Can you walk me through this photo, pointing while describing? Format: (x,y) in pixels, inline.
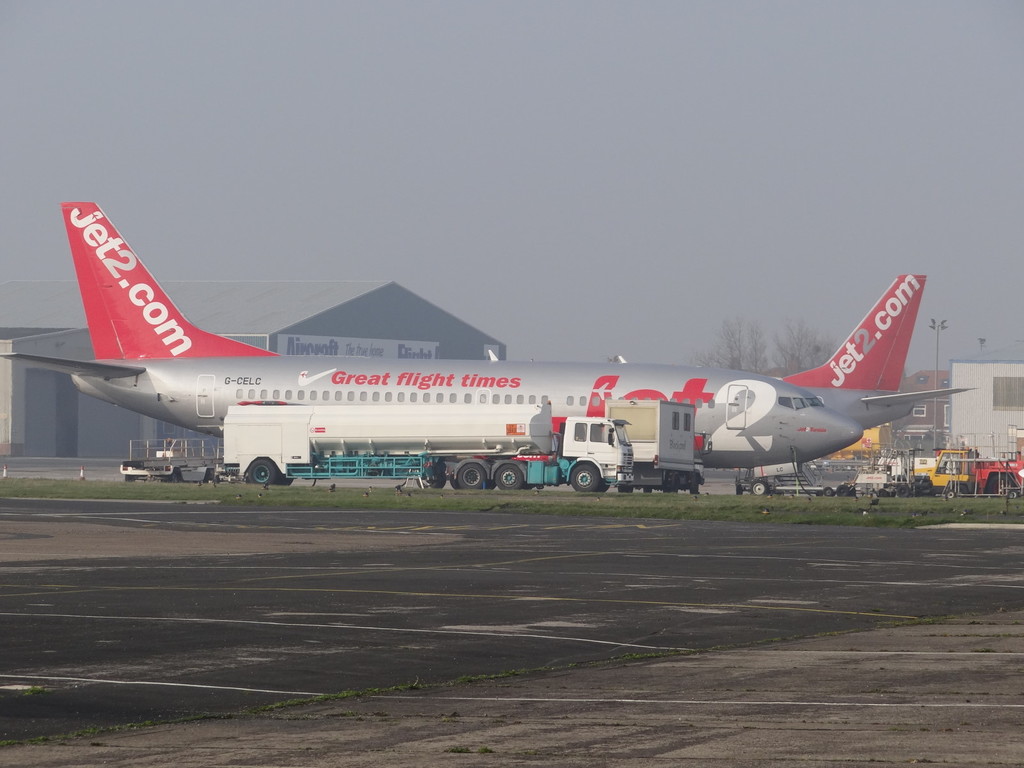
In this image there is the sky (479,154) towards the top of the image (562,158), there are buildings (968,415) towards the right of the image (990,406), there is a building (362,296) towards the left of the image (55,404), there is text (318,348) on the building (349,332), there are airplanes (760,389), there are vehicles (890,456), there is the grass (247,492), there a road (419,612) towards the bottom of the image (484,670).
